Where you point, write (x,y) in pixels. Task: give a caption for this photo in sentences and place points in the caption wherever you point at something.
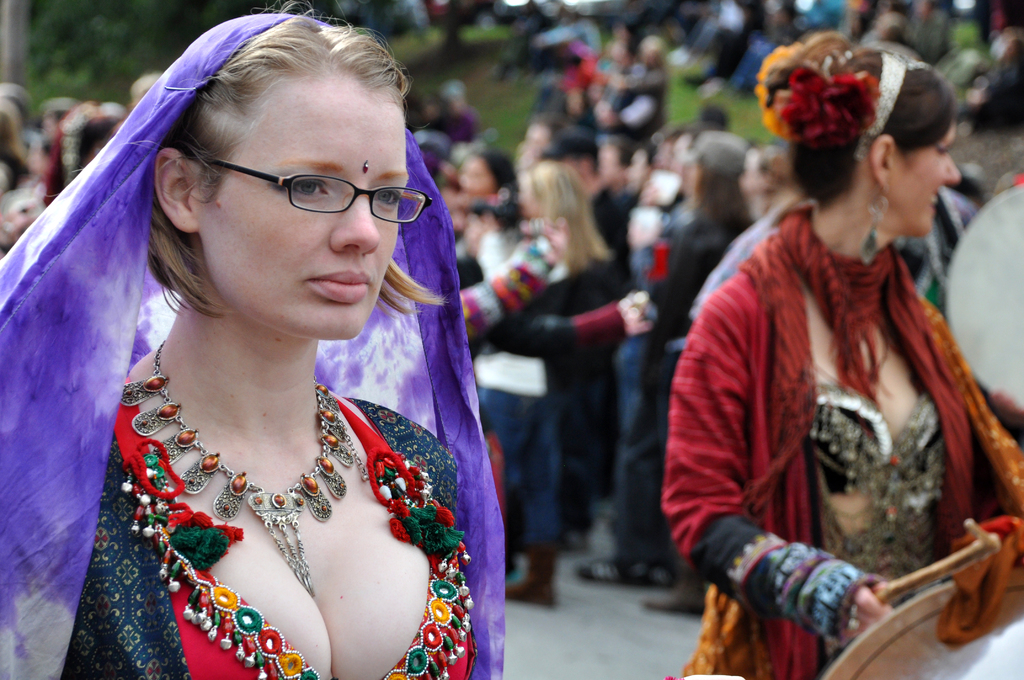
In this picture we can see there are two women (416,588) in the fancy dress (38,481) and behind the women (446,462) there are groups of people (35,137), some are standing and some people (621,90) are sitting on the path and there are some blurred items (75,45).
